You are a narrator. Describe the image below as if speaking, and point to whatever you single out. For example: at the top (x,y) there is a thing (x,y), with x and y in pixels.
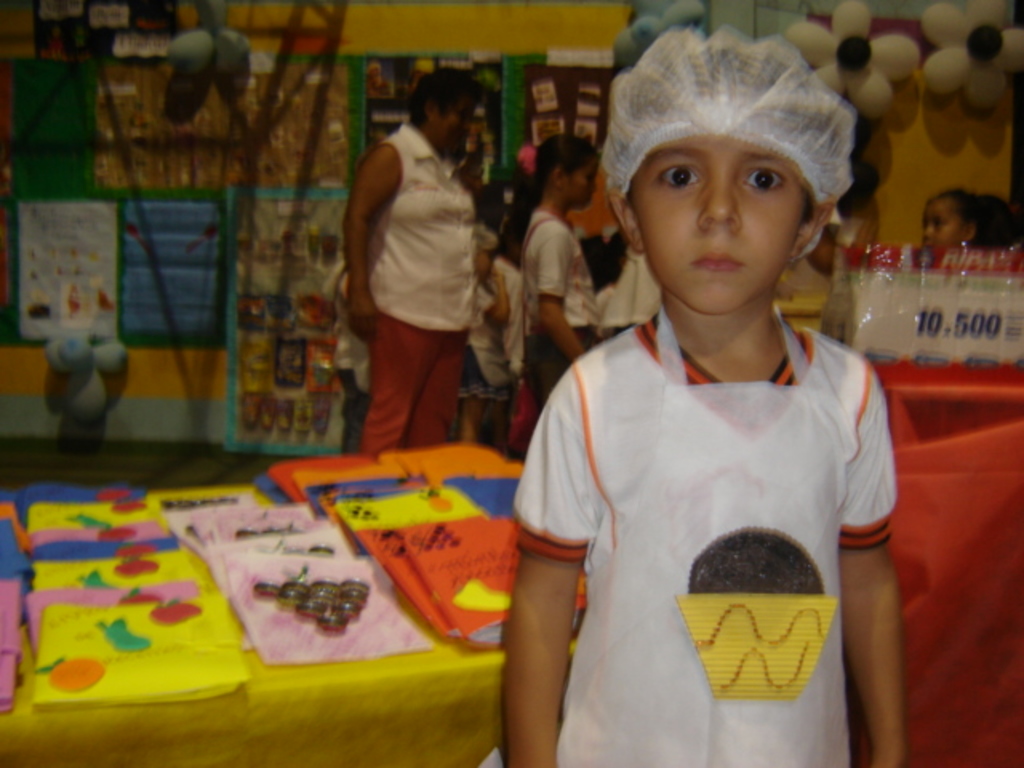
In the foreground of the picture (475,472) there are books (493,560), table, card (914,315), a kid (778,367) and various objects (930,326). In the background (408,231) there are people (509,215), posters (213,291), balloons (126,360), wall (968,170) and other things (929,313).
